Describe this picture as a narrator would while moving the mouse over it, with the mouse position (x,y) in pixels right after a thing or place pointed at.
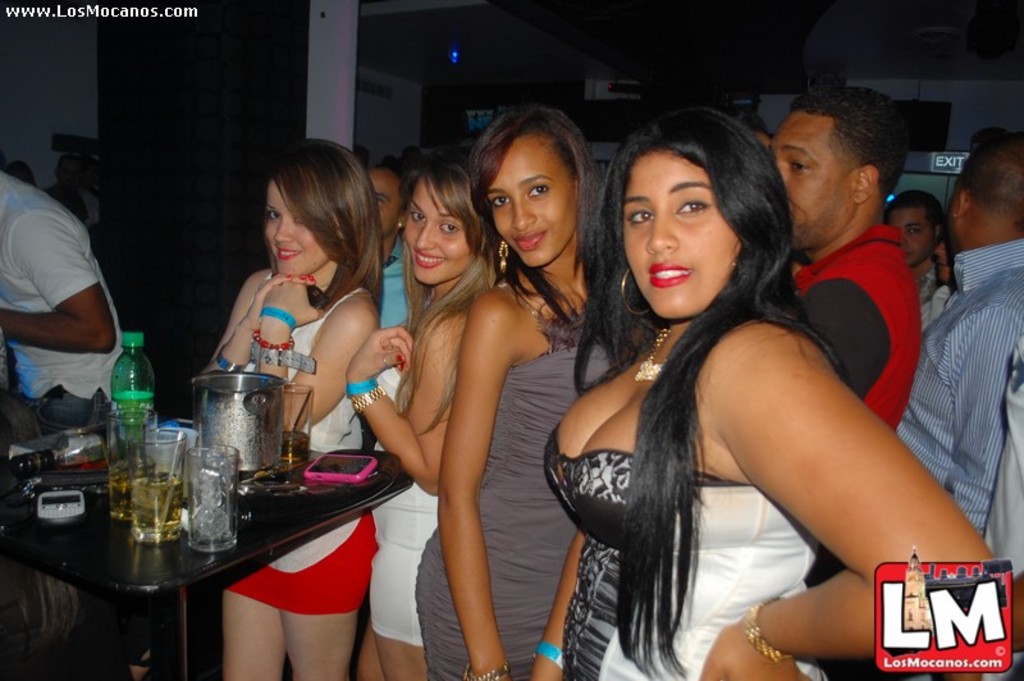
In this picture, we see people (446,333) standing and they are smiling. In front of them, we see a table (221,563) on which glass (175,492) containing liquid (171,506), vessel (211,435), mobile phone (369,465) and water bottle (151,395) are placed. Behind them, we see a pillar (336,96) and in the background (248,94), it is black in color. This picture might be clicked inside the room (585,309).
